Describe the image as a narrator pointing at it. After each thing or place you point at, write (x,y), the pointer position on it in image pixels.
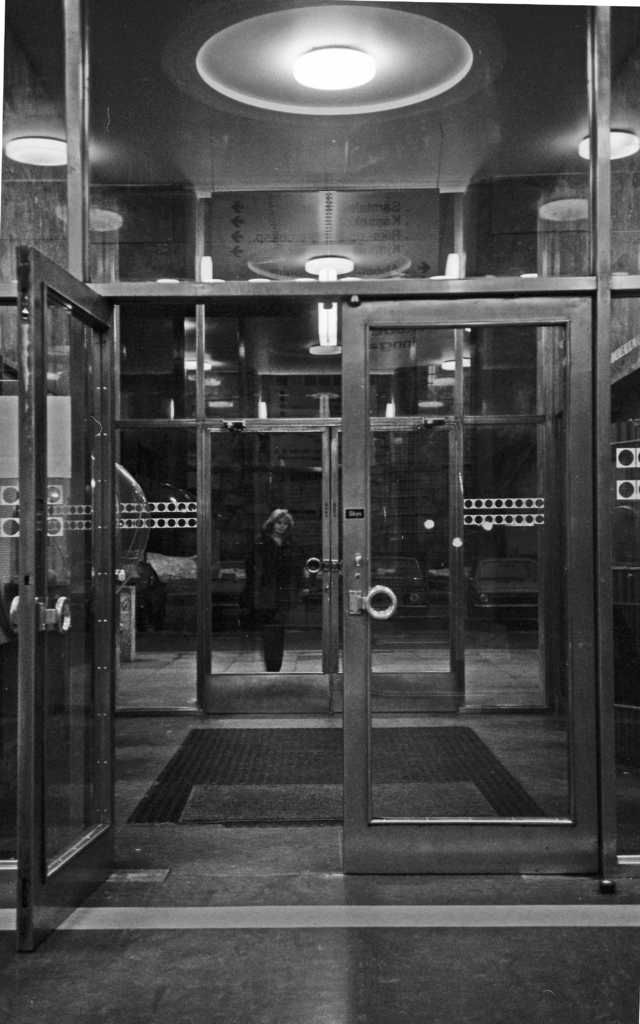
This is a black and white image. We can see there are doors (233,688) and a person (271,559). At the top of the image (333,105), there are lights (321,270).
